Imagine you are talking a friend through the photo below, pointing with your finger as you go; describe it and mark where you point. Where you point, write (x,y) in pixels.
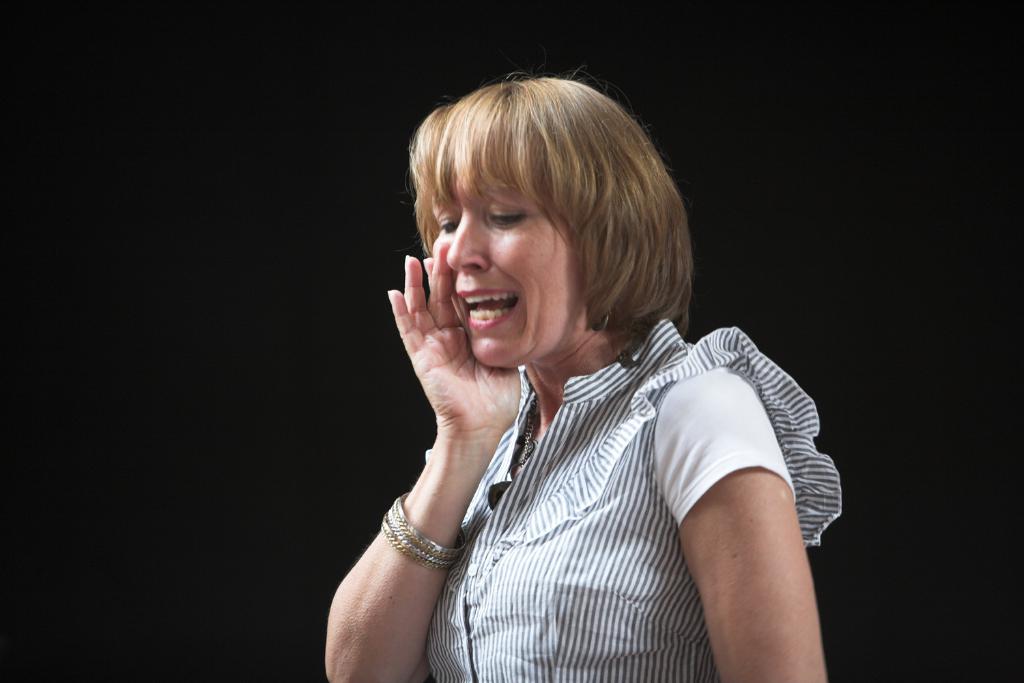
In this picture we can see a woman (549,464) is doing something and behind the woman (551,446) there is a dark background (925,569).
